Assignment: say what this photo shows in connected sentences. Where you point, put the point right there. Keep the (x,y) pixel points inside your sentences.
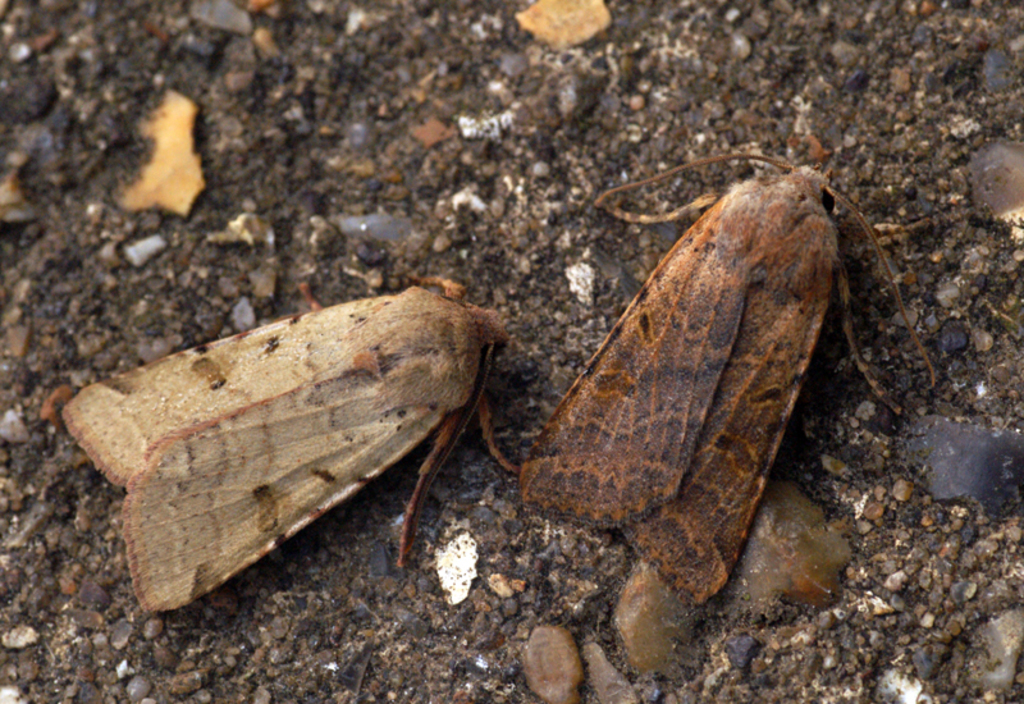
In this image we can see moths (680,403) on the ground (508,328).
